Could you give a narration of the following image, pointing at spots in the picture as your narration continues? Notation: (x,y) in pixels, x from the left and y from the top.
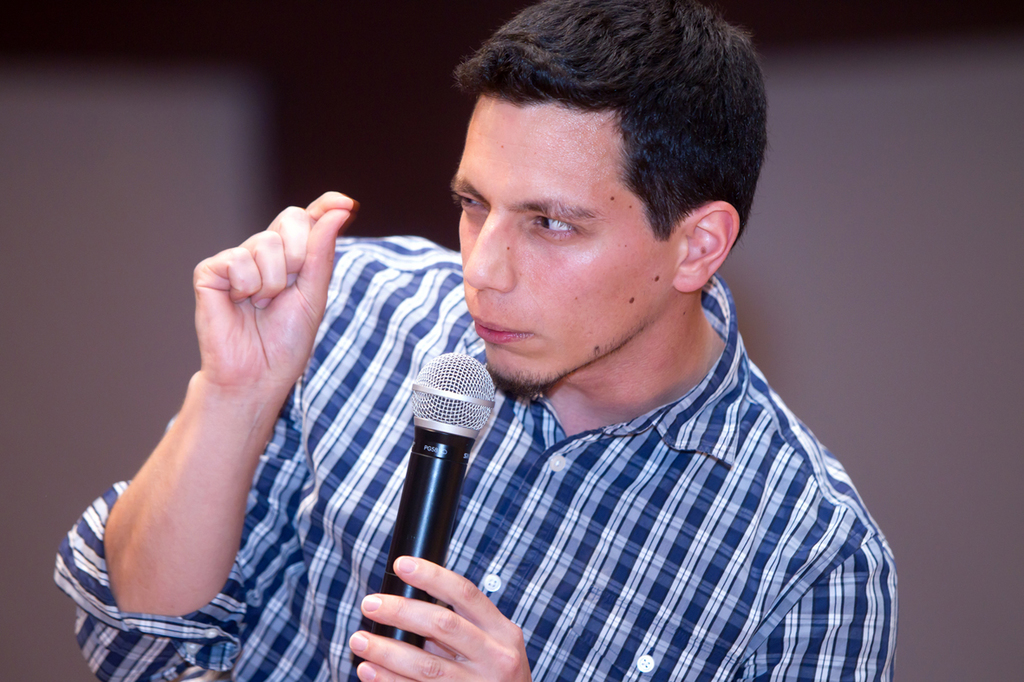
In this image i can see a man (629,341) holding a microphone (442,452).
